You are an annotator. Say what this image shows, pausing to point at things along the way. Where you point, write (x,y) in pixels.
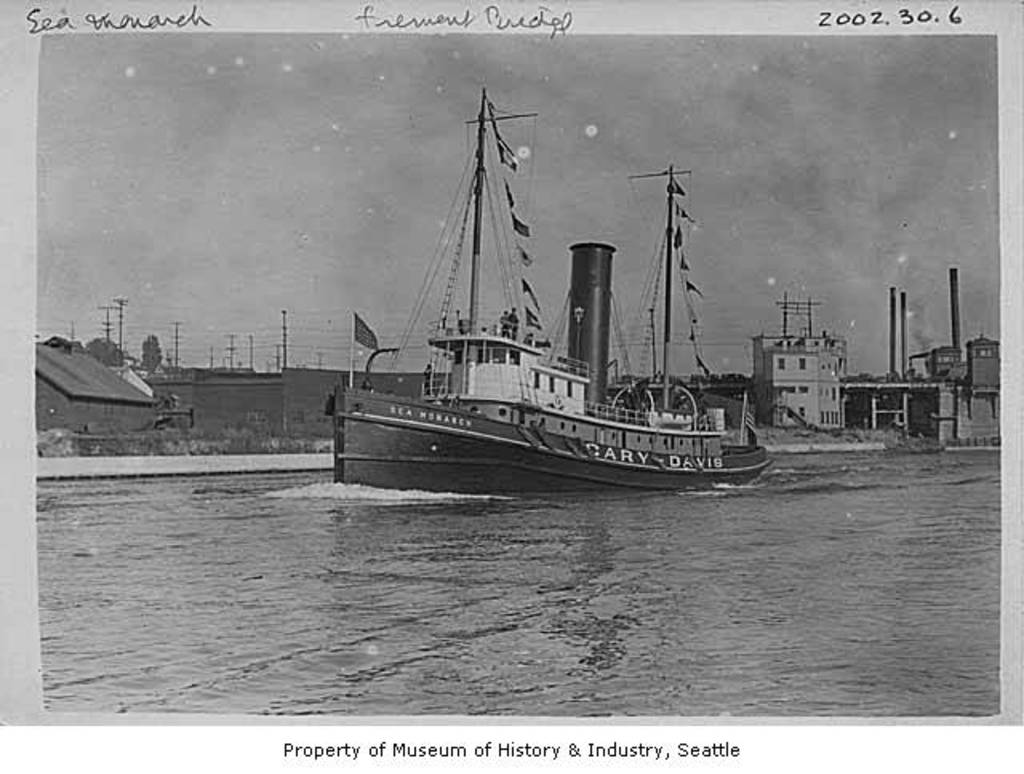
This is an edited image with the borders (486,19). In the center (637,451) we can see a boat (587,409) in the water body (678,631) and we can see the metal rods (351,376), poles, group of persons (512,324) and some other objects (670,415) in the boat (533,390). In the background (338,175) we can see the sky (300,202), metal rods (955,300), buildings (754,376), poles (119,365), trees (148,342), houses (112,393) and some other objects (212,438) and we can see the flag (366,338) and we can see the text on the image.
